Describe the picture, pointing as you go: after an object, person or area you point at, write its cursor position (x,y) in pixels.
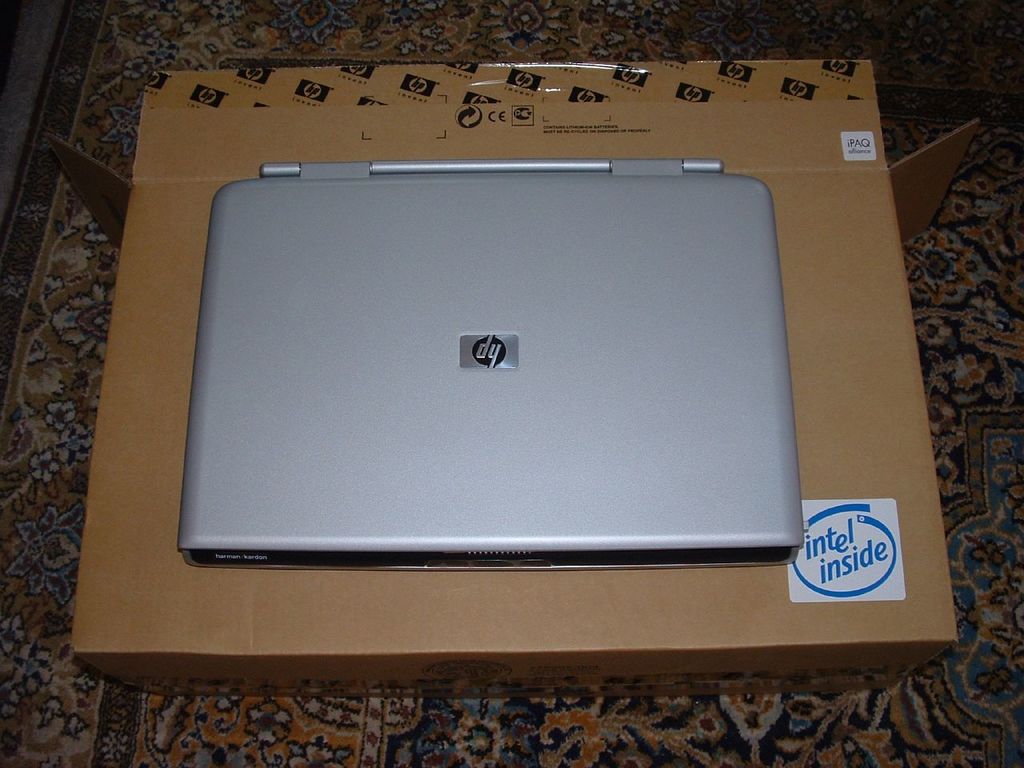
In the center of the image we can see one carpet (876,63). On the carpet (4,743), we can see one box (807,119). On the box (185,148), we can see one laptop (470,348). And we can see some text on the box (888,438).
